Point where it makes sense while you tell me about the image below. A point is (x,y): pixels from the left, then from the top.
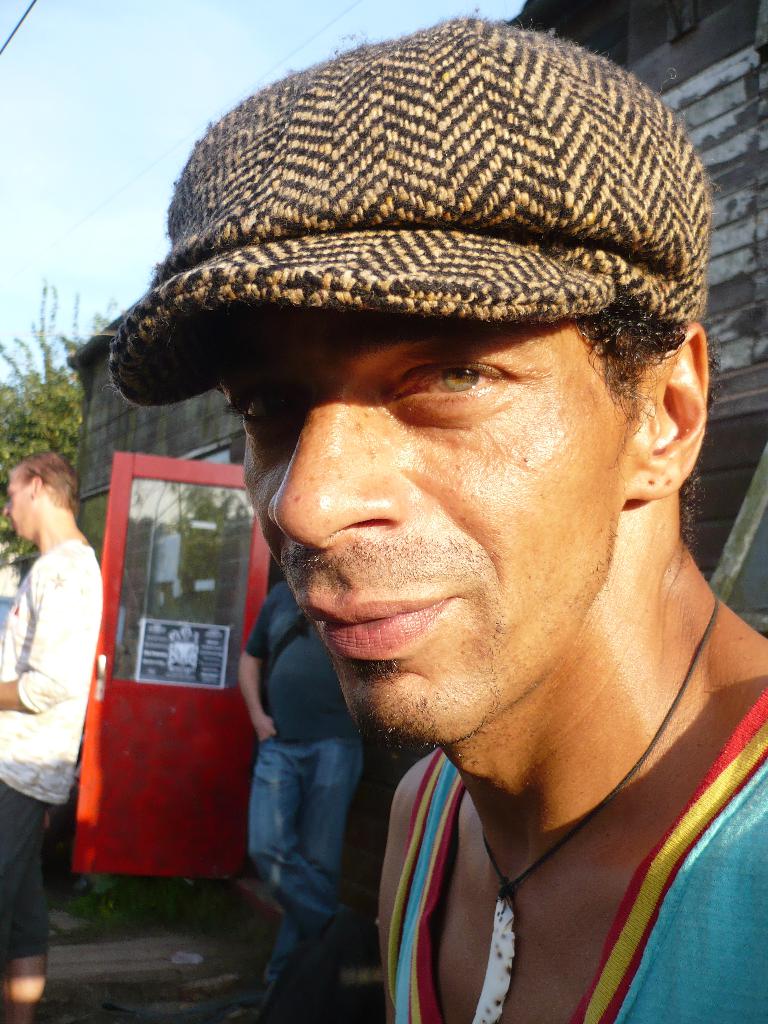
The man (523,988) in the front of the picture (494,743) wearing blue t-shirt (658,1007) and black and brown cap (517,195) is looking at the camera. Behind him, the man (286,699) in the blue t-shirt (287,687) is standing beside the red color door (149,820). Beside that, a man (30,656) in white t-shirt (34,671) is standing. Behind them, we see a wooden house (89,420) and trees (24,426). At the top of the picture (110,156), we see the sky (26,152).
